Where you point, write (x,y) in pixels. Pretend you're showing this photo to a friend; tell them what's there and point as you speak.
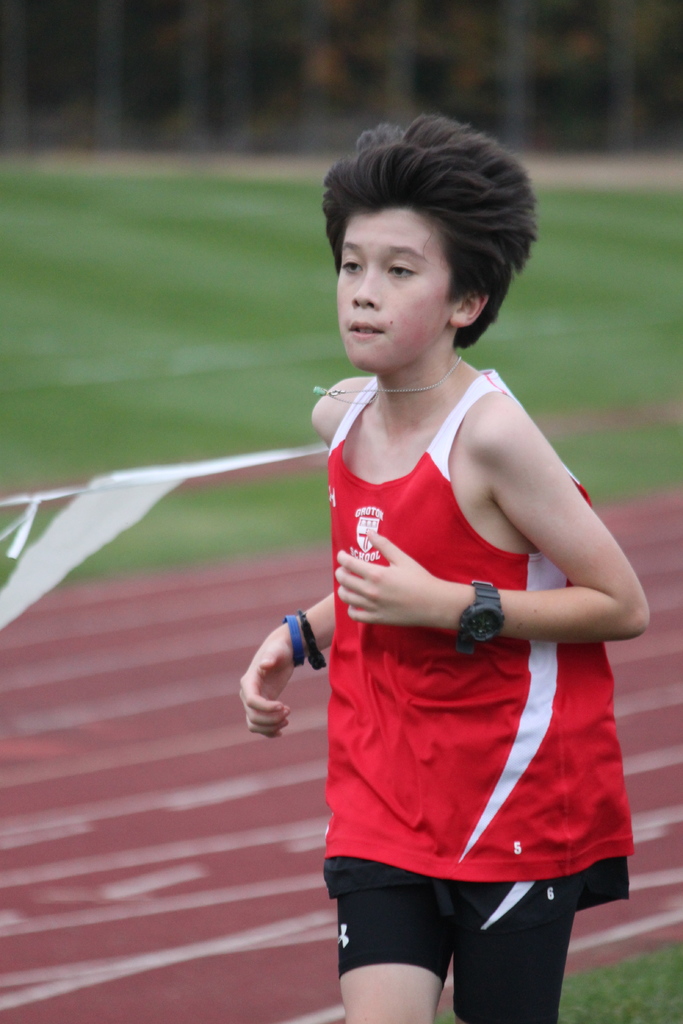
In this image I can see a person (459,682) wearing a red color t-shirt (513,673) and a watch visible in the foreground (524,554) and I can see a red color road (111,757) and I can see green color grass (162,217) visible in the background (46,394).
